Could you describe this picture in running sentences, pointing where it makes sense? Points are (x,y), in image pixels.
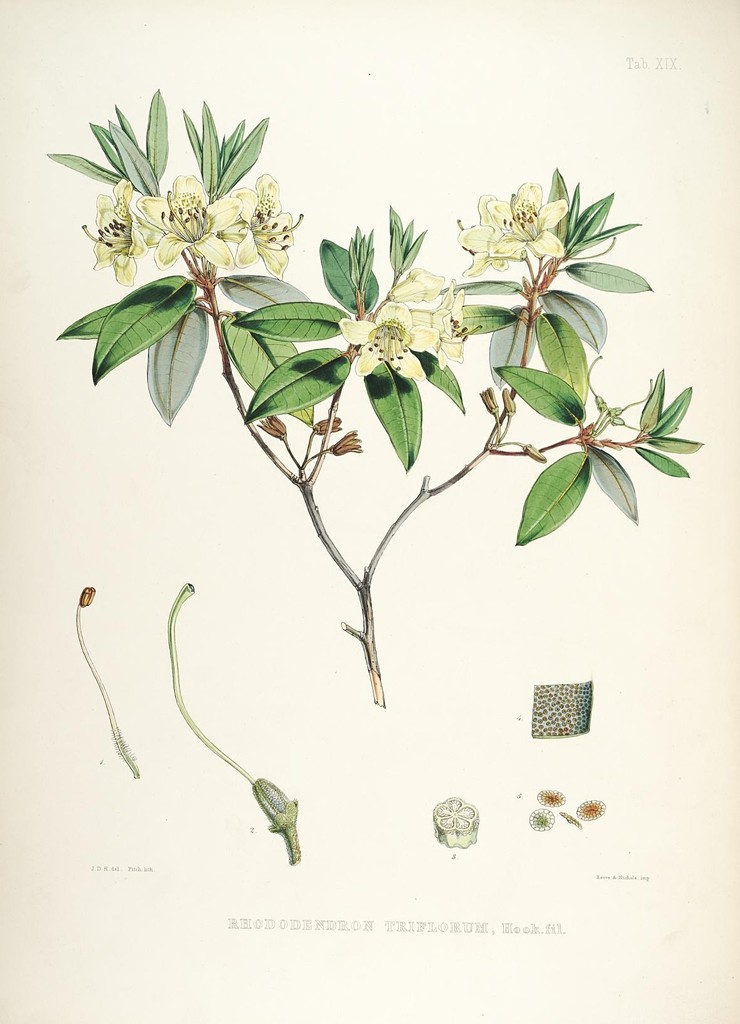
In this image there is a drawing (386,420) of the plant (393,409) and there are parts (541,793) of the plant (374,691).
